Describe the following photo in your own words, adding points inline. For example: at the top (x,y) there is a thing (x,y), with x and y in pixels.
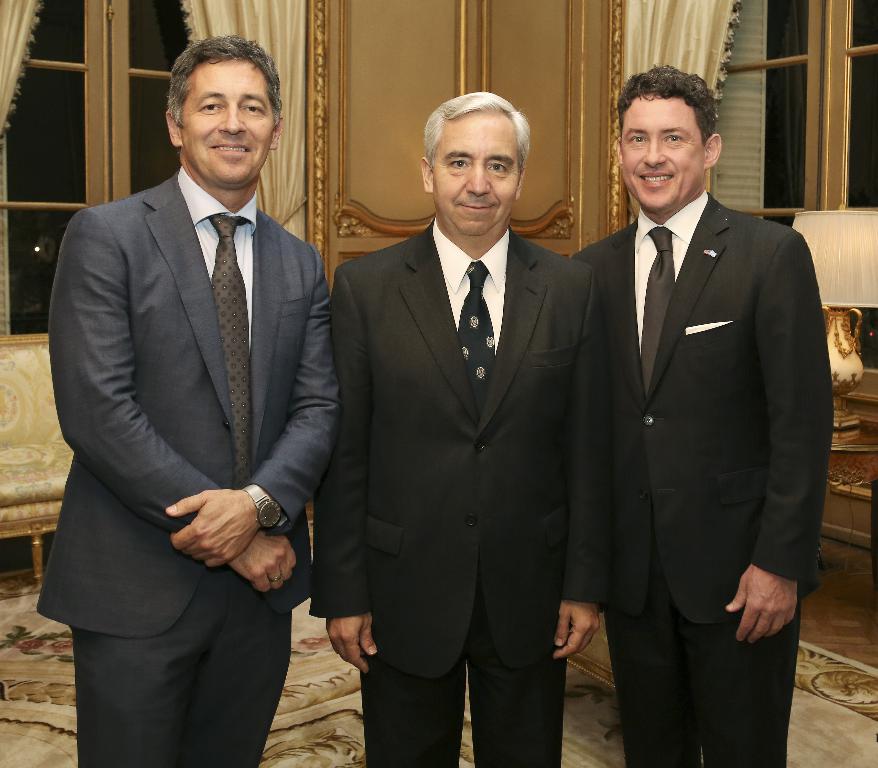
In-front this 3 people (208,589) are standing. This 3 person (637,389) wore suit (674,445) and a trouser (745,758) with tie (482,316). Backside there is a window (104,154) with glass (61,125). Curtain (648,31) is in cream color. Lantern lamp (844,239) is on a table (869,431). Couch (39,476) is on floor (29,588) with cream color.
